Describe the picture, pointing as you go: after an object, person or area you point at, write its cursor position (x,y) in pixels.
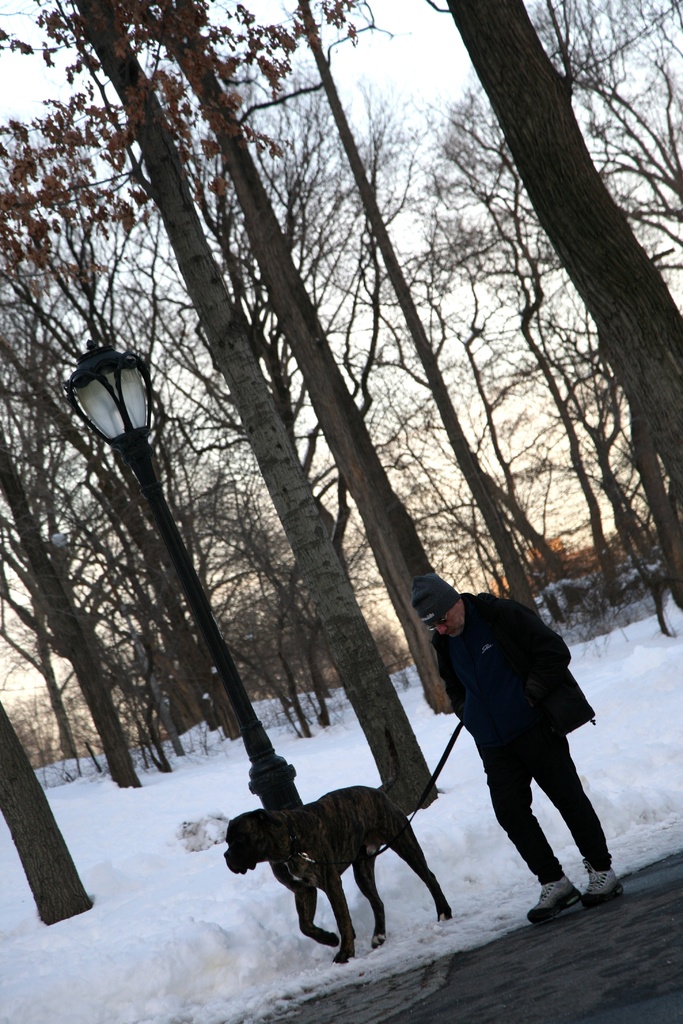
In this picture, it is clicked outside a city. In this picture we can see snow (167,882). On the center of the picture (443,607) there is a man (502,698) going for walk with a dog (291,844). In the center (233,679) there is a street light (233,693). There are many trees (639,271) in the background (28,520). Sky (410,132) is clear and visible.
